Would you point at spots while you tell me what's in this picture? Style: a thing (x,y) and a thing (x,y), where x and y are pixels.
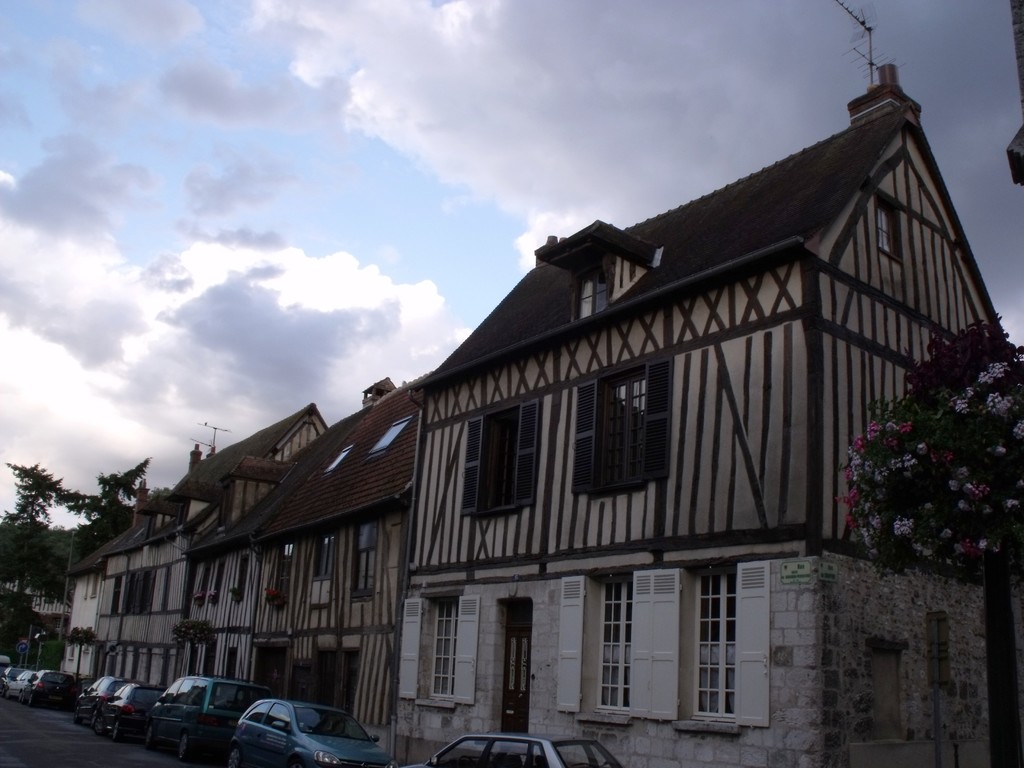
There are vehicles (319,722) at the bottom side of the image (553,766) and houses (489,416) in the center (493,487). There are trees (878,482) on both the sides and sky (434,288) in the background area (382,270).
